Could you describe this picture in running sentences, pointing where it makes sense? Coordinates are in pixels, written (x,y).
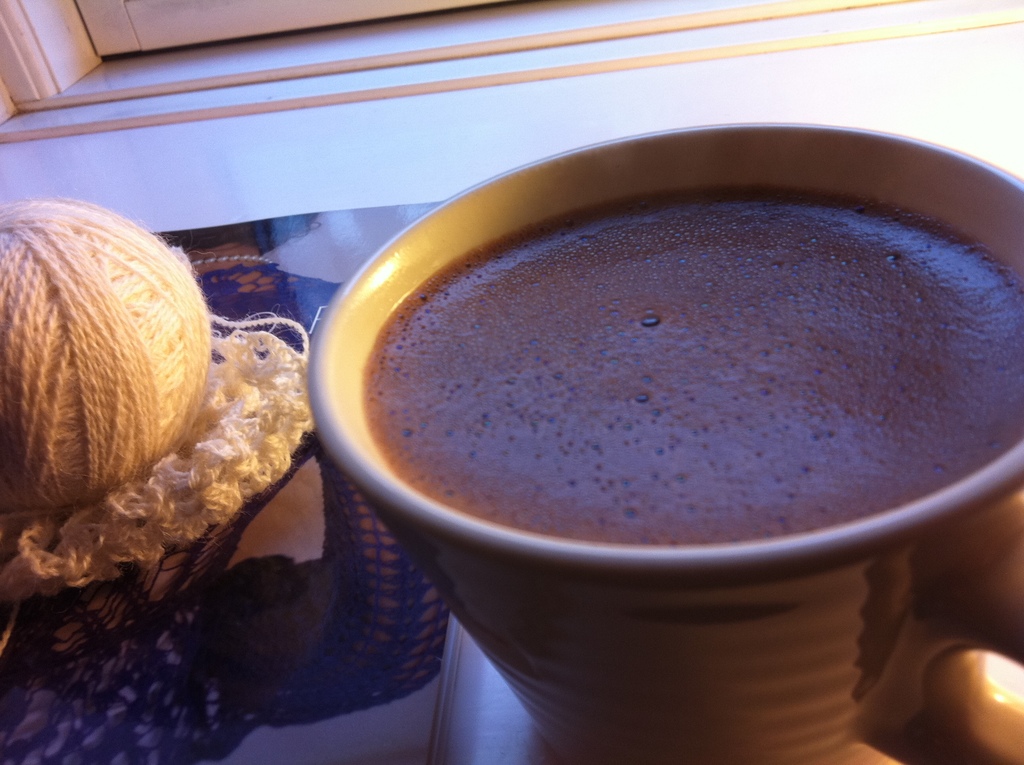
In this image in front (822,398) there is a coffee (720,529) in a cup (697,677). Beside the cup (660,681) there is a woolen ball (34,300) placed on the cover (249,683). In the background of the image (372,15) there is a window (281,33).
